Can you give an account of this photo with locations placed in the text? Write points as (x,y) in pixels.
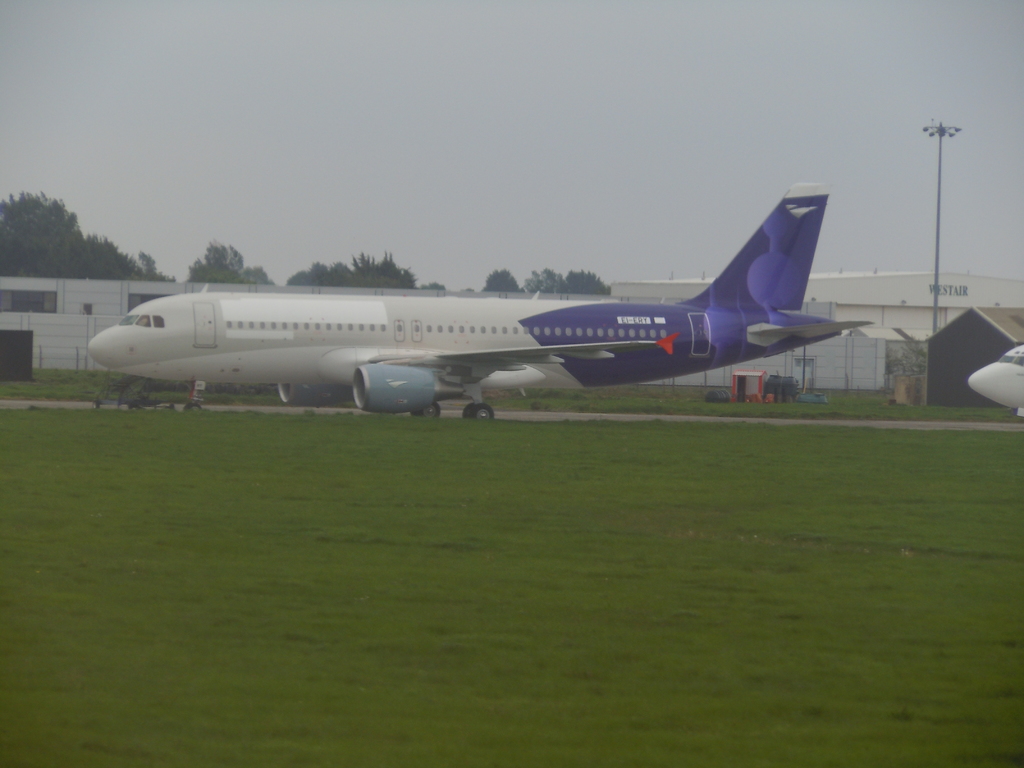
In this image in the center (527,374) there is an airplane (544,357), at the bottom (485,644) there is grass (861,498) and in the background (983,323) there are buildings (859,311), trees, poles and some objects (815,402). And on the right side (994,377) there is another airplane (994,394), at the top (386,95) there is sky (536,140).
